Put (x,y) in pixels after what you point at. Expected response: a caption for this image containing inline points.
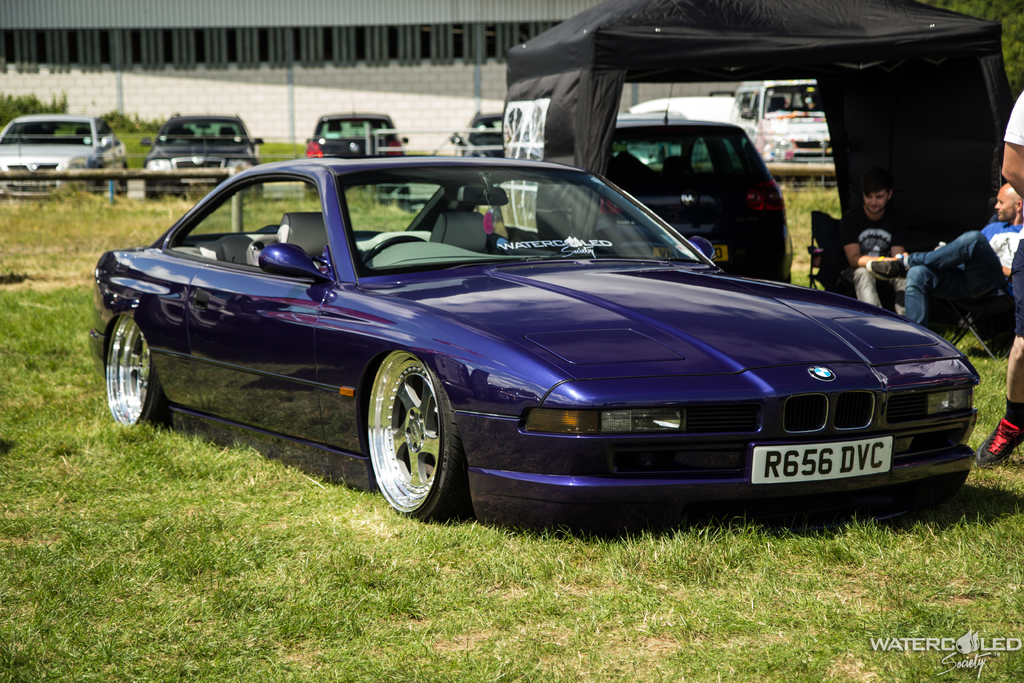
In this image I can see few vehicles (214,369) are on the grass (263,615). These vehicles (240,296) are in different color. I can see the number plate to one of the vehicle (403,301). To the side of the vehicle (403,301) I can see few people (906,300) sitting and one person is standing. These people (887,246) are wearing the different color dresses (875,251). I can see the black color tent (793,61) to the side of these people (856,230). In the background (361,88) there is a wall (314,95).
